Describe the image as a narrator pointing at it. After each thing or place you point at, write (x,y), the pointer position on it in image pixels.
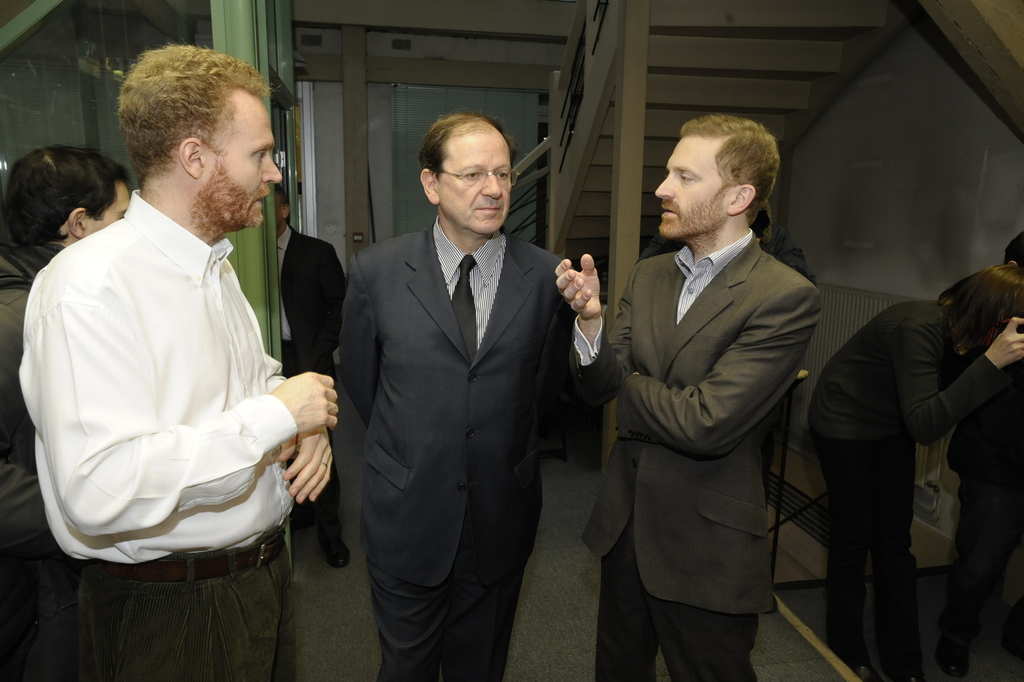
In this picture we can see some people (860,403) are standing, on the right side (715,107) we can see staircase (738,113), a person (914,420) on the right side (940,409) is holding something, two persons (599,362) in the front (599,362) wore suits (534,385).
